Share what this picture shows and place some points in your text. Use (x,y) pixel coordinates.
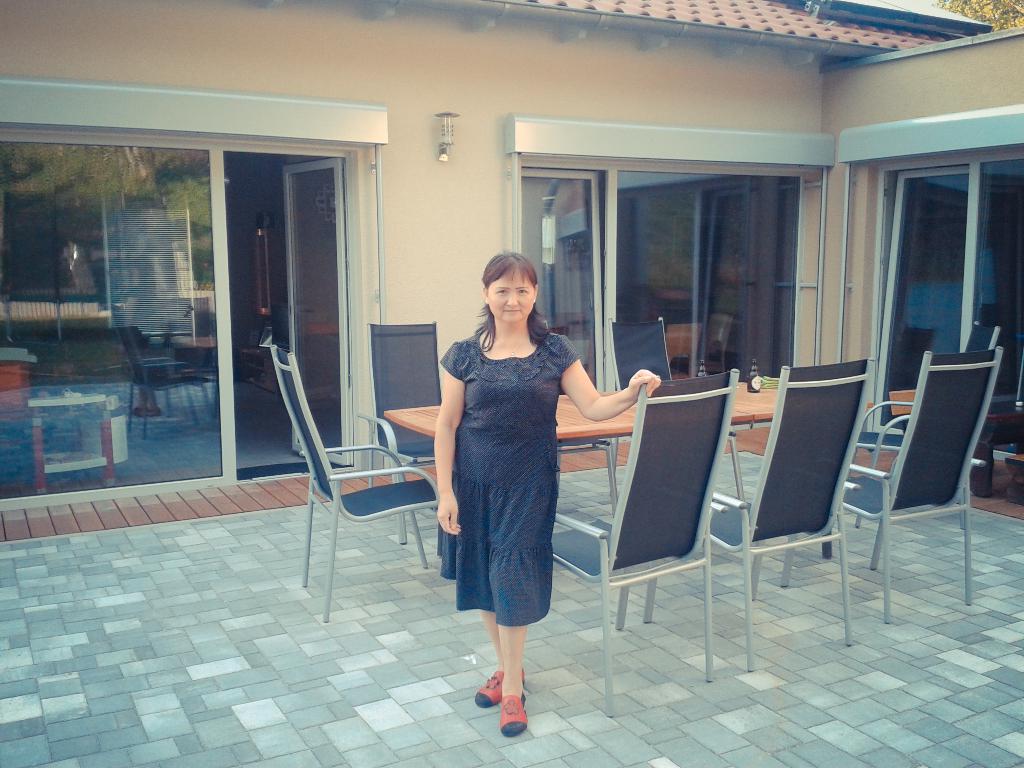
In the center of the picture (559,367) there is a woman (484,704) standing, behind her there are chairs (639,470) and dining table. In the background (309,168) there is a building (317,173), in the building (610,273) there are table (60,401), couch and other objects (762,197). At the top right (982,7) there is a tree (968,8).
